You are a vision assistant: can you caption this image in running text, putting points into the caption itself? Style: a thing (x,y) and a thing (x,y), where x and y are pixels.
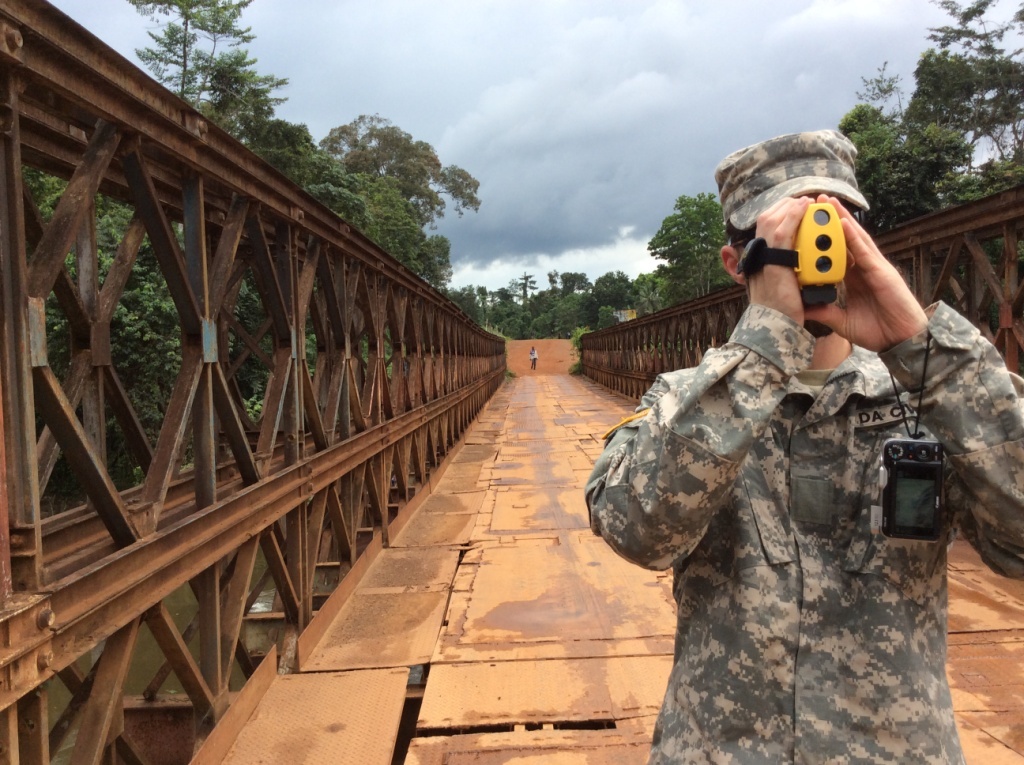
The man (630,459) in front of the picture who is wearing the uniform (900,614) is holding a yellow color thing (802,253) in his hands (795,305). He is looking through that. He is standing on the trestle bridge (538,533). In the background (537,359), we see a person (537,357) is standing. On either side of the picture, there are trees (336,202). In the background (507,299), we see trees (596,311). At the top of the picture (648,166), we see the sky (612,111).
